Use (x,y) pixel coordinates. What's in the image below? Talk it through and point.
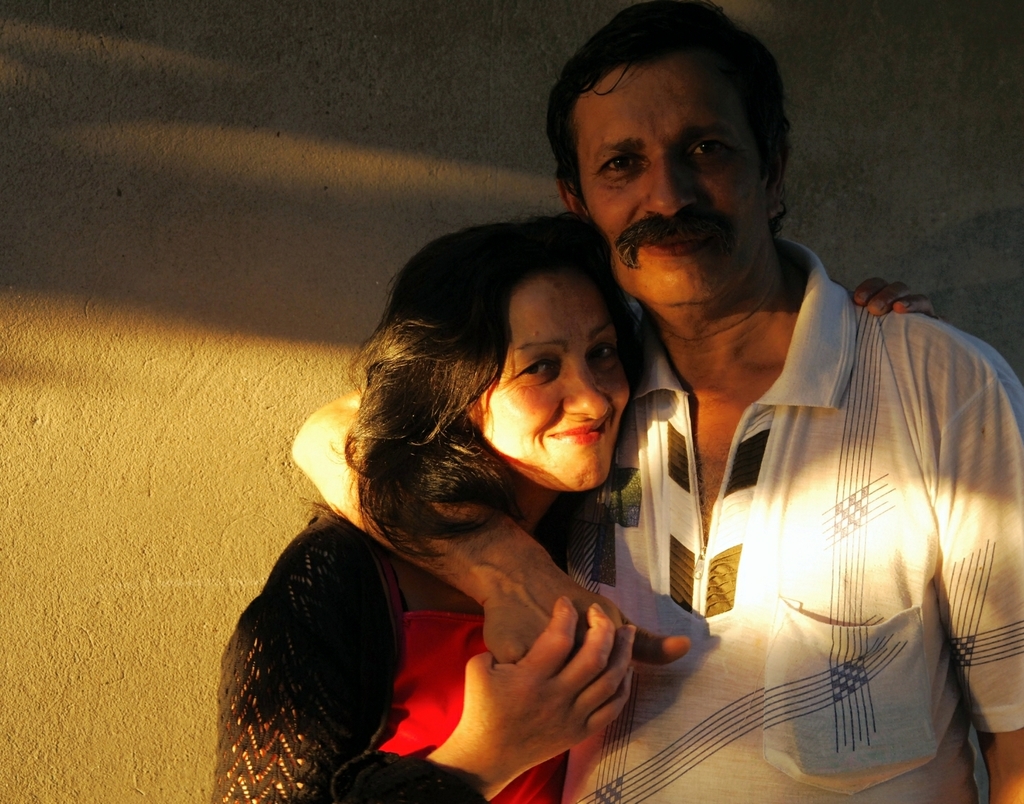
In the foreground of this image (770,583), there is a man (751,571) kept hand (512,594) over a woman's shoulder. In the background (312,130), there is a wall (254,126).
